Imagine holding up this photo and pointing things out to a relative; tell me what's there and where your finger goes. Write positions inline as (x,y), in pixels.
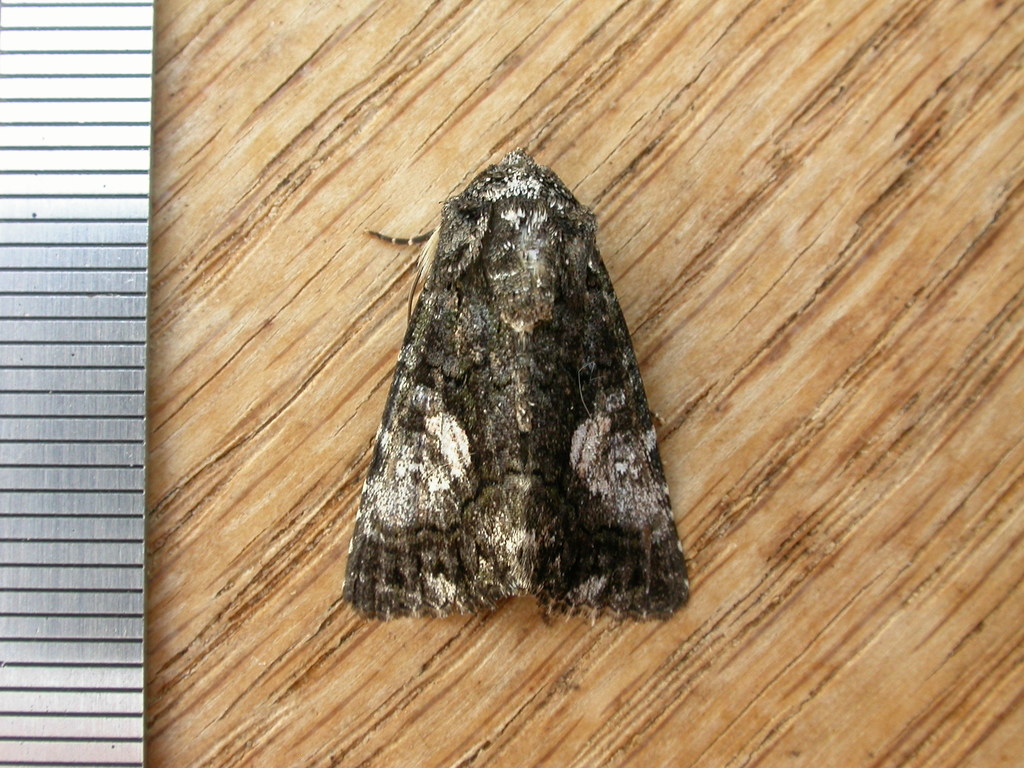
In this picture I can see a moth (527,441) on the wooden surface (653,403).
